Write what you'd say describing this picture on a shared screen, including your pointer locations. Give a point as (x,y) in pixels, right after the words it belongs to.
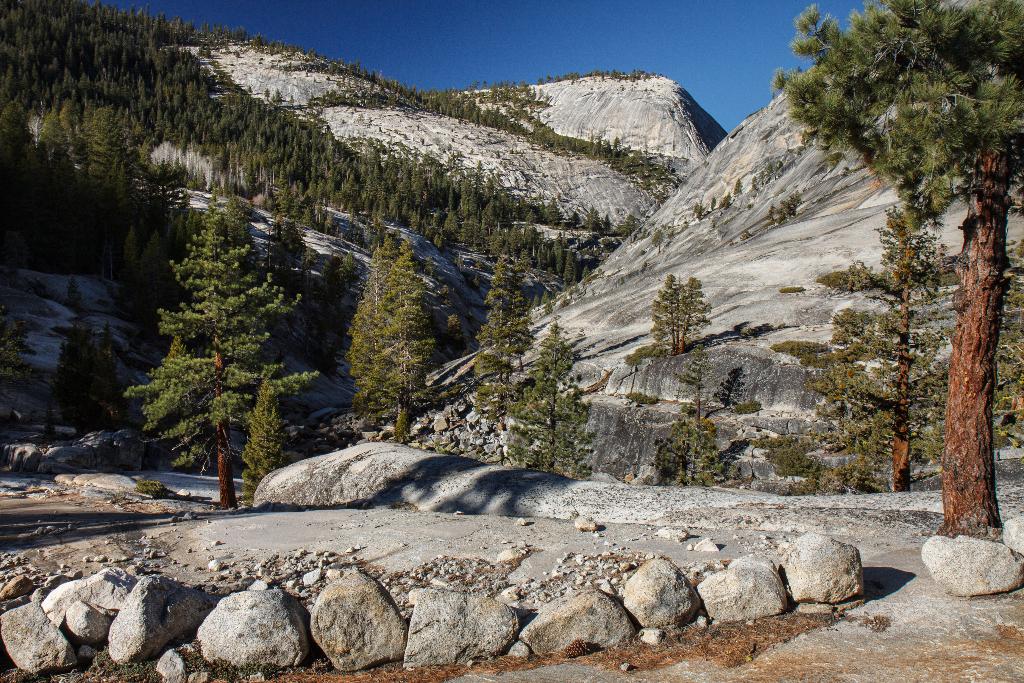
There are rocks (87,602) and stones (414,566) on the ground (43,529). In the background (872,403), there are trees (967,274), there are mountains (547,101) and there is blue sky (555,36).
